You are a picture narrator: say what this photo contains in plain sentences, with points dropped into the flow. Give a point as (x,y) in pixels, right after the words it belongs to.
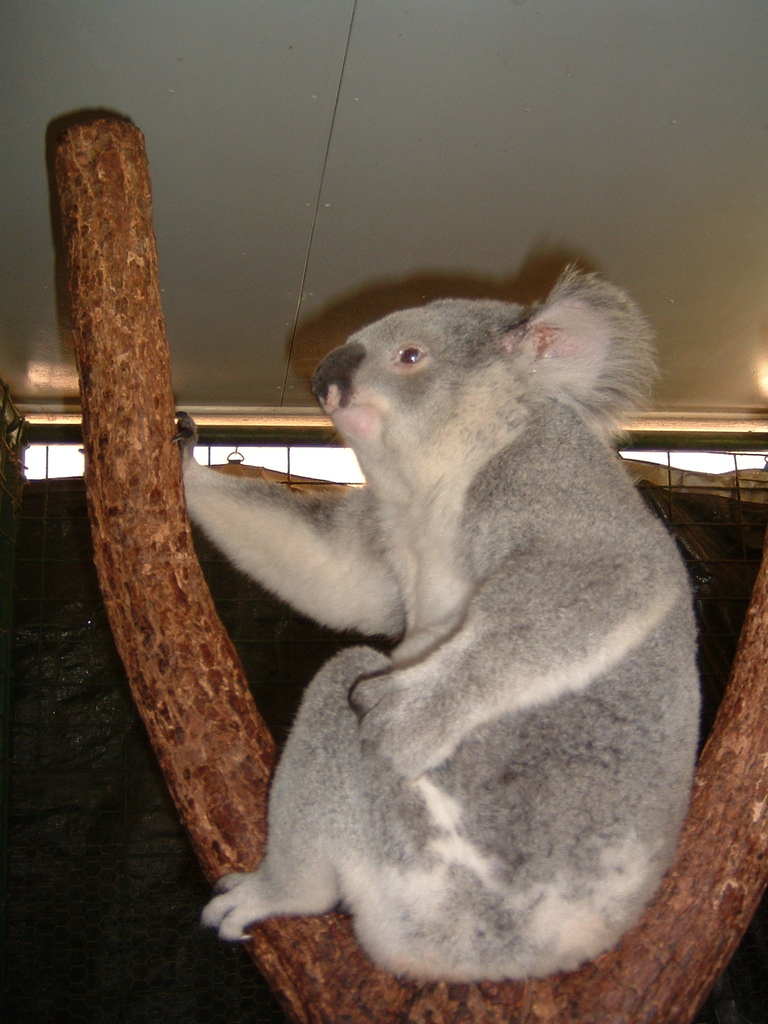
In this picture we can see an animal (450,344) on a wooden surface (673,936) and in the background (641,455) we can see windows (721,464).
